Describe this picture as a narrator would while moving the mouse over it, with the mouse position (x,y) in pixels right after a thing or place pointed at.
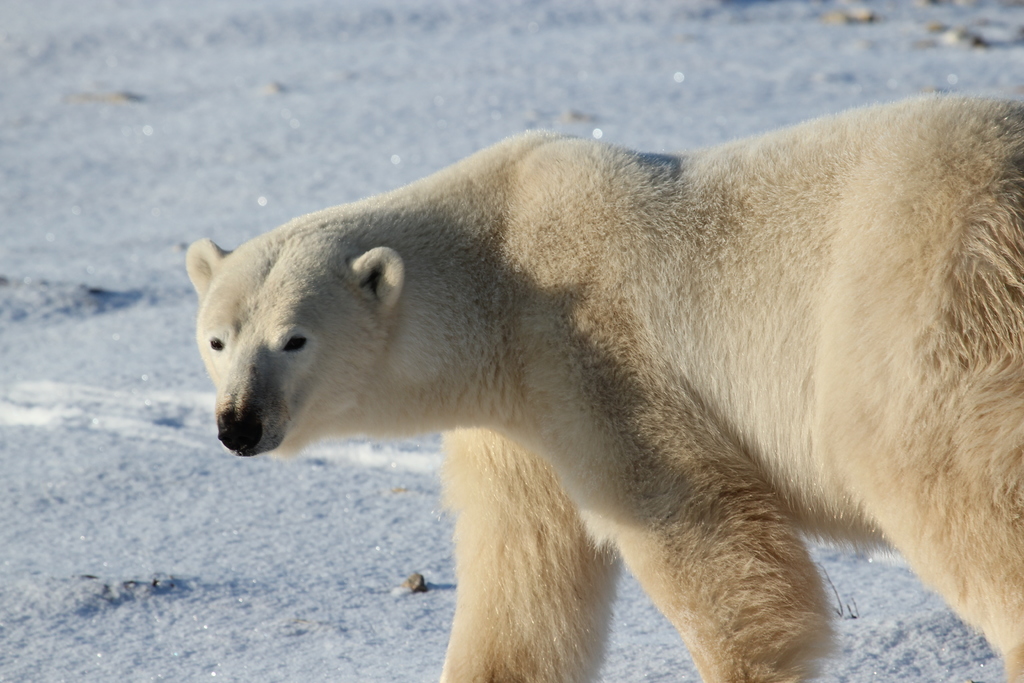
As we can see in the image in the front (549,236) there is a cream color polar bear (647,282).
